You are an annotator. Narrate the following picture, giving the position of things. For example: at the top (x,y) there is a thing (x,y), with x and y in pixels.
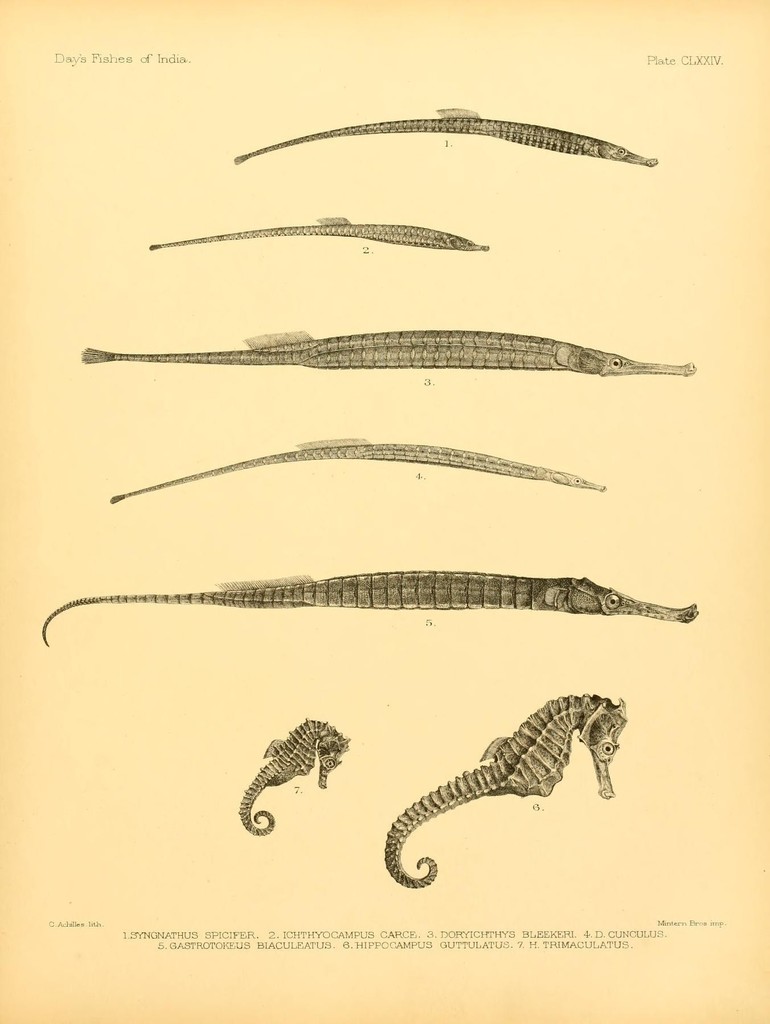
In this image I can see a few pipefish (436,582) and sea horses (520,761) on the paper (462,207) and something is written on it.
